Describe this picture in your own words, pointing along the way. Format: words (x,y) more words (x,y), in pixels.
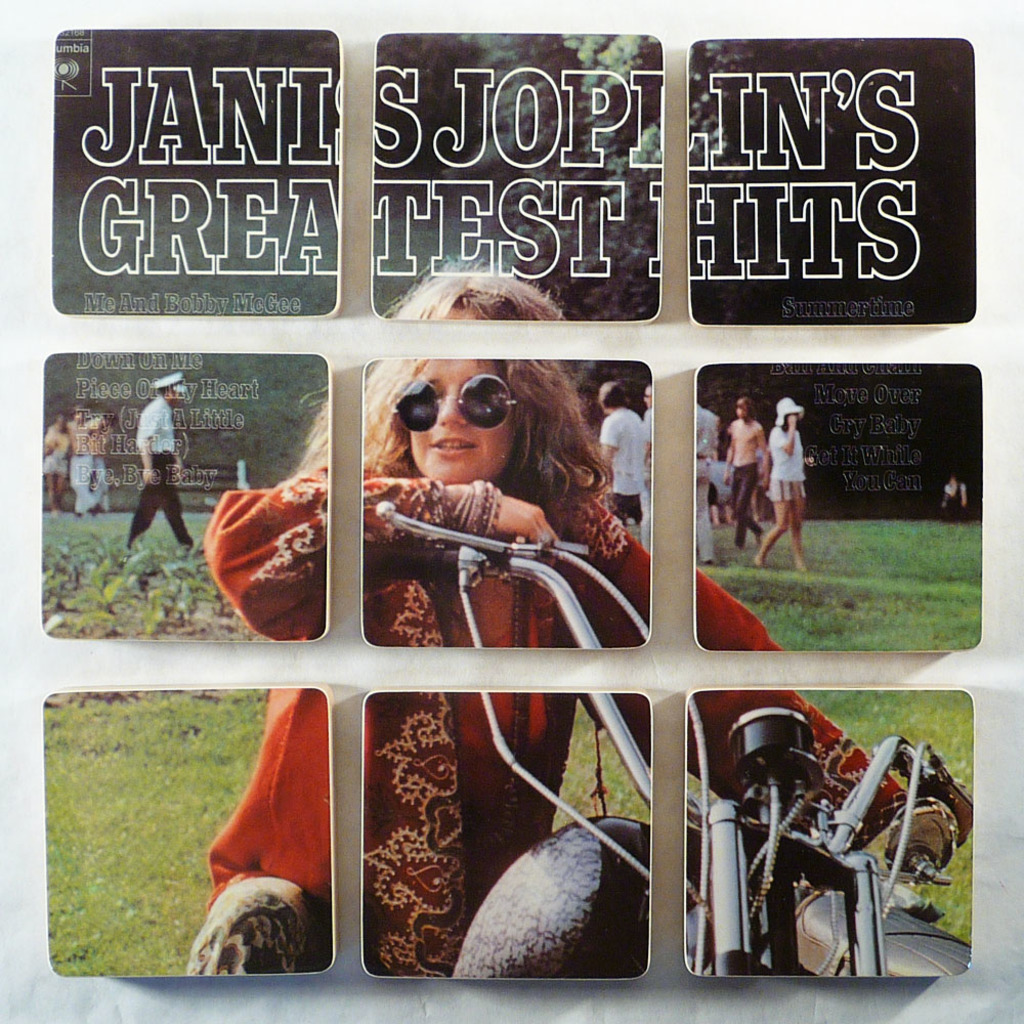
This is the collage image of nine pictures. In which there is a girl (509,613) holding a bike (795,866) in the front (528,748), there is grass (175,699). In the background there are persons (625,513) and on the top of the images there is some text (538,194) and there are trees (524,64).
